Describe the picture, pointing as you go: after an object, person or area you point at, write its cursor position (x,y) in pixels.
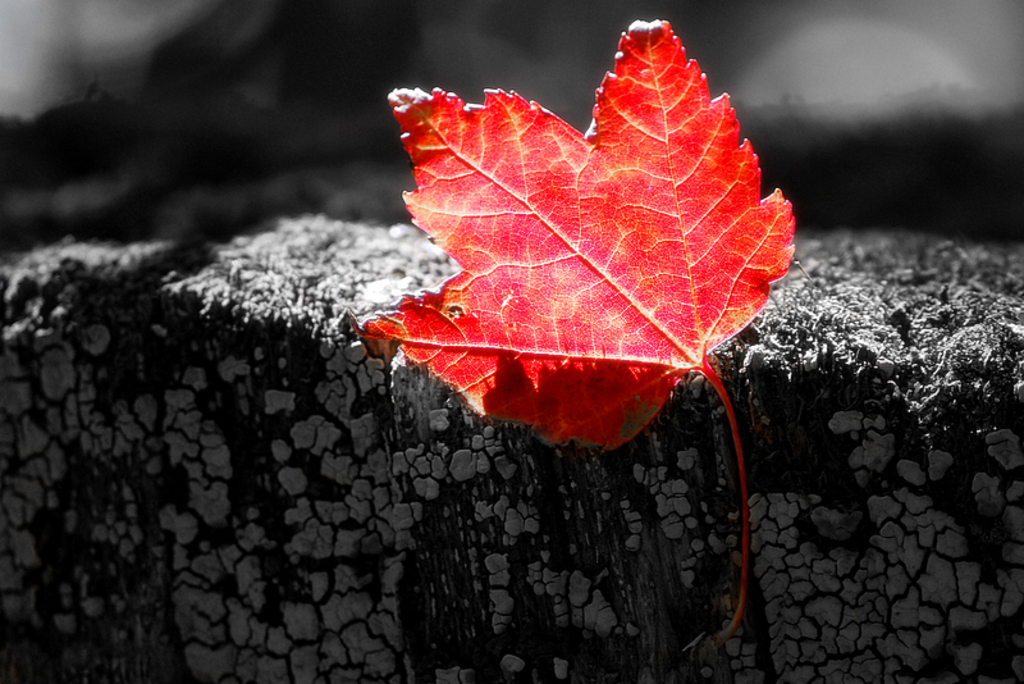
In this image we can see one red color leaf (737,616) on the surface (643,588) which looks like a wall (633,509), the background (269,6) is dark and blurred.
